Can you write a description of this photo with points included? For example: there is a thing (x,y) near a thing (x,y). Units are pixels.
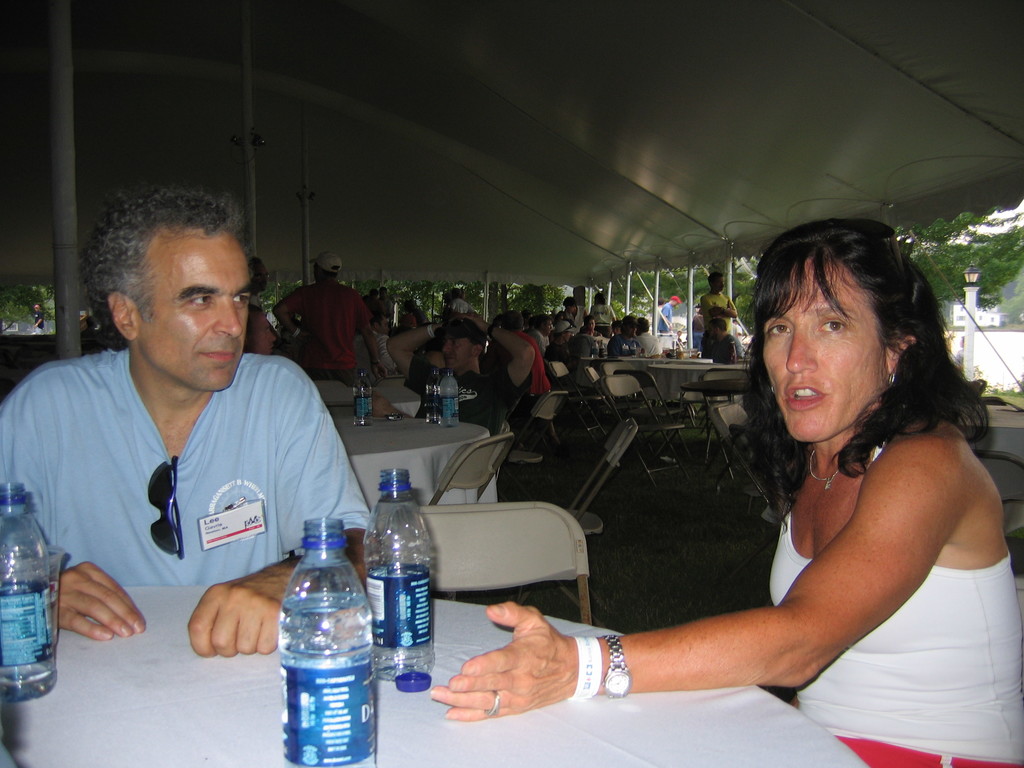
On the left (303,475) a man (303,493) is sitting on the chair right a woman (995,696) is talking. There are water bottles (329,744) on the table (152,765).
